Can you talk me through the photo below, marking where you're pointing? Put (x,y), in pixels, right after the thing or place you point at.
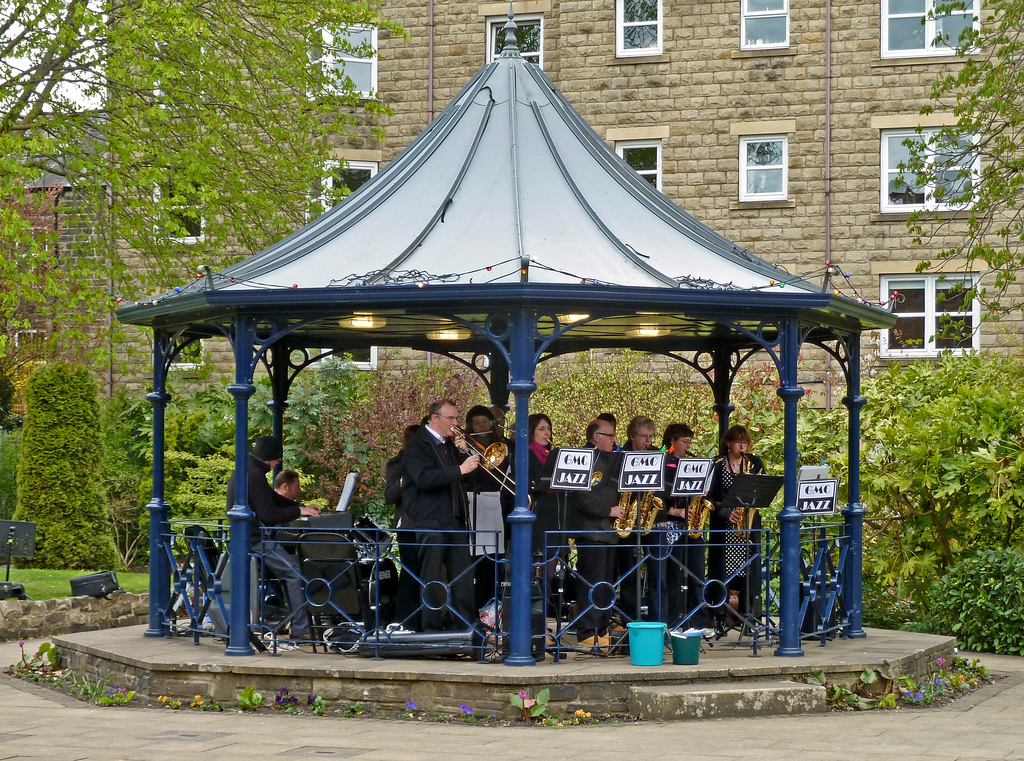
In the front of the image (756,464) there are plants (207,467), trees (893,504), boards (588,462), grass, buckets (680,662), grille (813,594), poles (794,613), lights (579,278), people (756,464) and an open-shed (416,166). Among them few people (433,451) are playing musical instruments (488,463) and there are boards (808,481) on stands (765,489). Something is written on the boards (623,474). In the background of the image (727,198) there is a building (727,211).
